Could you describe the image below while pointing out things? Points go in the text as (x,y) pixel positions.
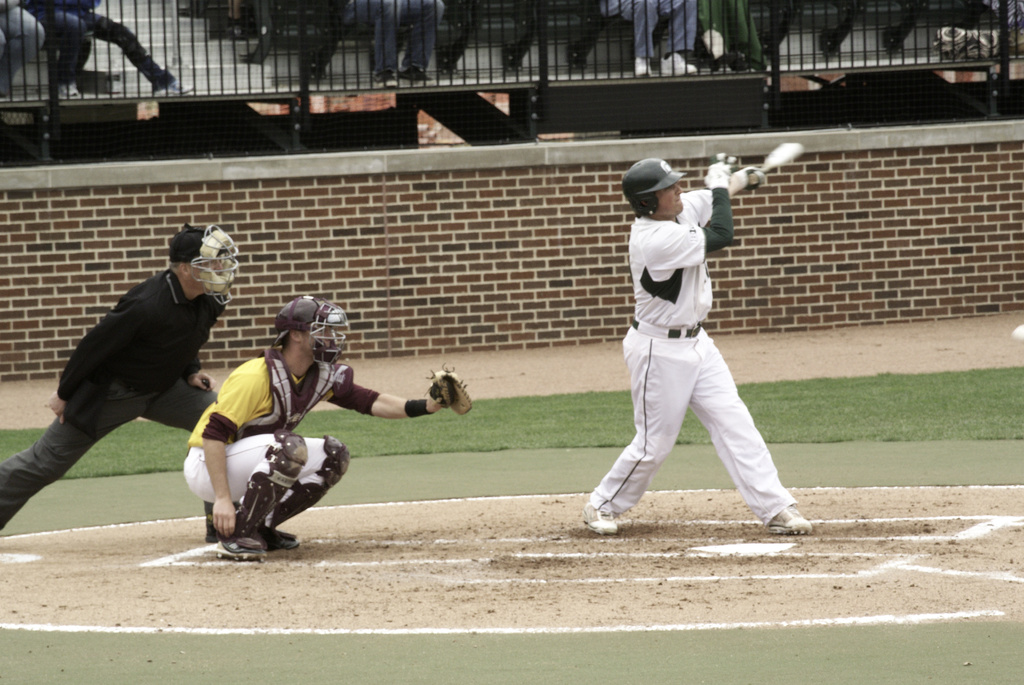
In this image we can see people (650,344) are playing on the ground (318,506). They are wearing helmet (646,192). We can see boundary wall (492,227) and fencing (381,67) in the background (114,101). Behind the fencing (234,54), people (733,30) are present.
